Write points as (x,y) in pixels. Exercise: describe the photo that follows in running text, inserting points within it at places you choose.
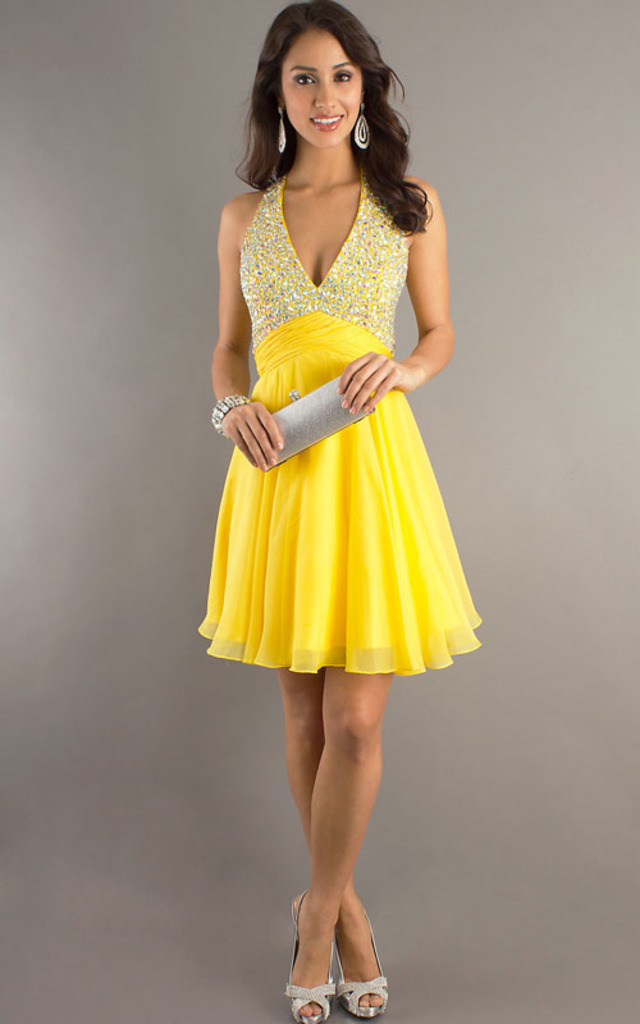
In this image there is a girl (361,301) standing with a smile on her face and she is holding a purse (326,391) in her hand (339,391), behind her there is a wall (28,301).
